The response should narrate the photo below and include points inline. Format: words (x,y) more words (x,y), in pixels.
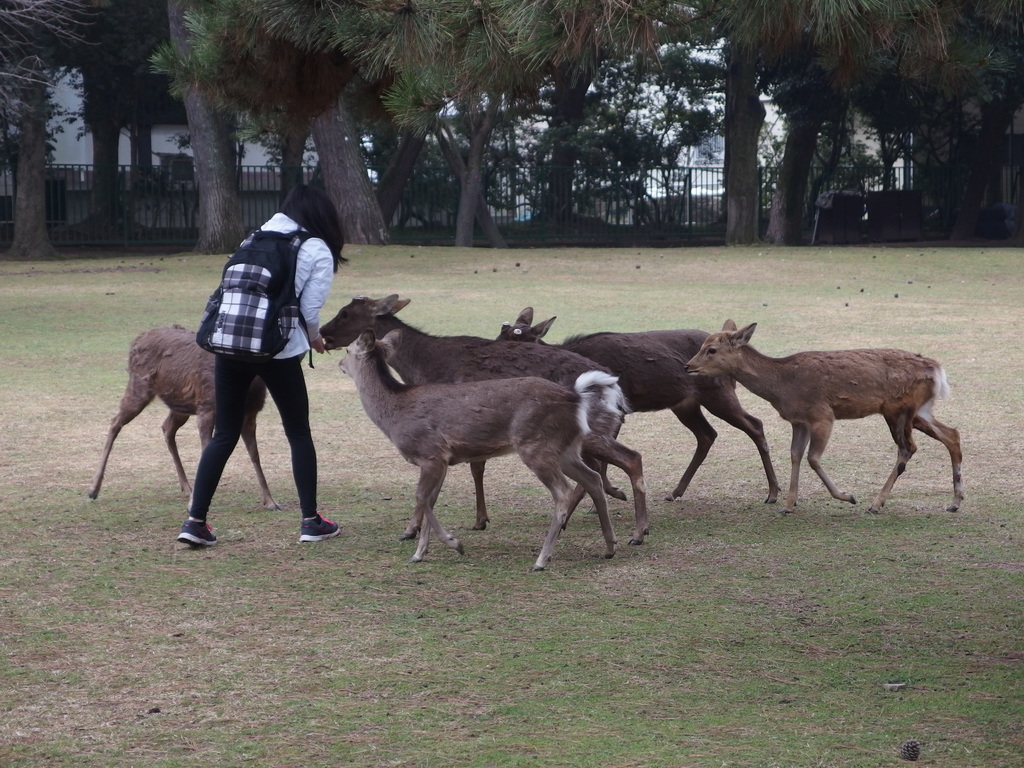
In the foreground of this image (556,419), there are deer (455,419) and a woman (280,362) wearing backpack (279,319) is standing on the grass (341,570). In the background (457,59), there are trees (701,73), fencing (701,193) and it seems like there are buildings (722,151).
